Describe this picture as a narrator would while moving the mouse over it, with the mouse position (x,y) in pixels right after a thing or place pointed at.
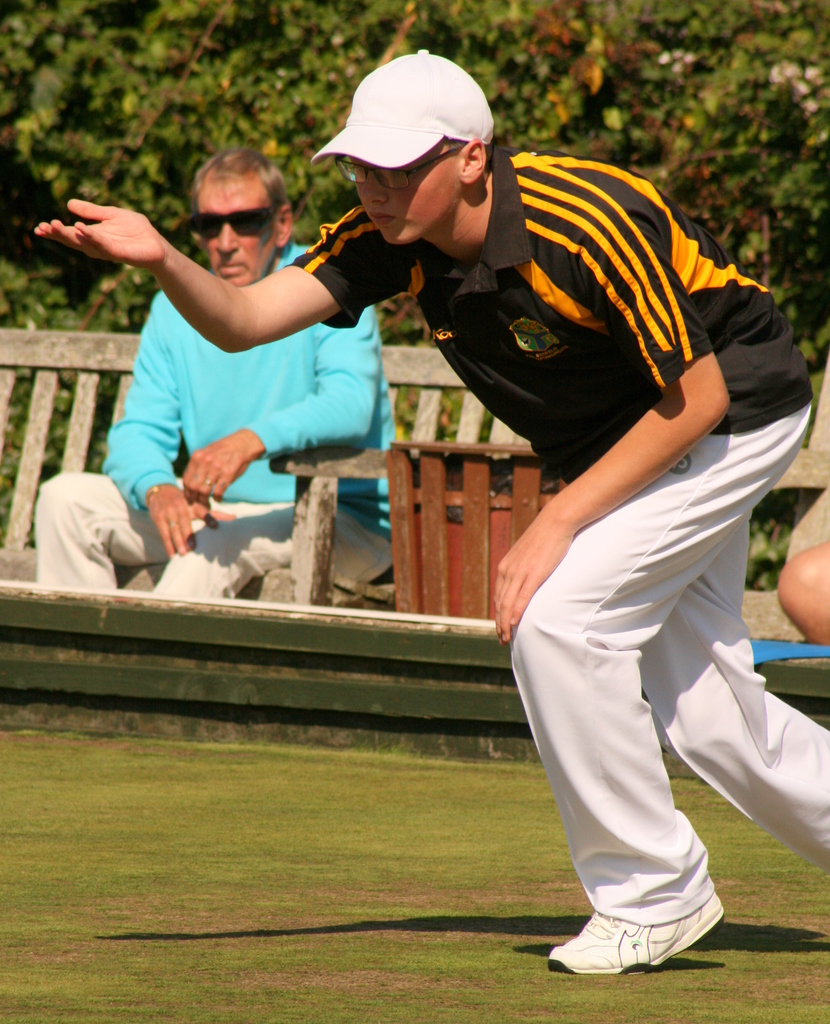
In this image I can see two people (77,525) with different color dresses (315,437). I can see one person (207,492) is sitting on the bench (277,471) and another person (655,322) is standing on the ground (265,851) and wearing the cap (407,140). In the back (318,79) there are many trees (318,79).
